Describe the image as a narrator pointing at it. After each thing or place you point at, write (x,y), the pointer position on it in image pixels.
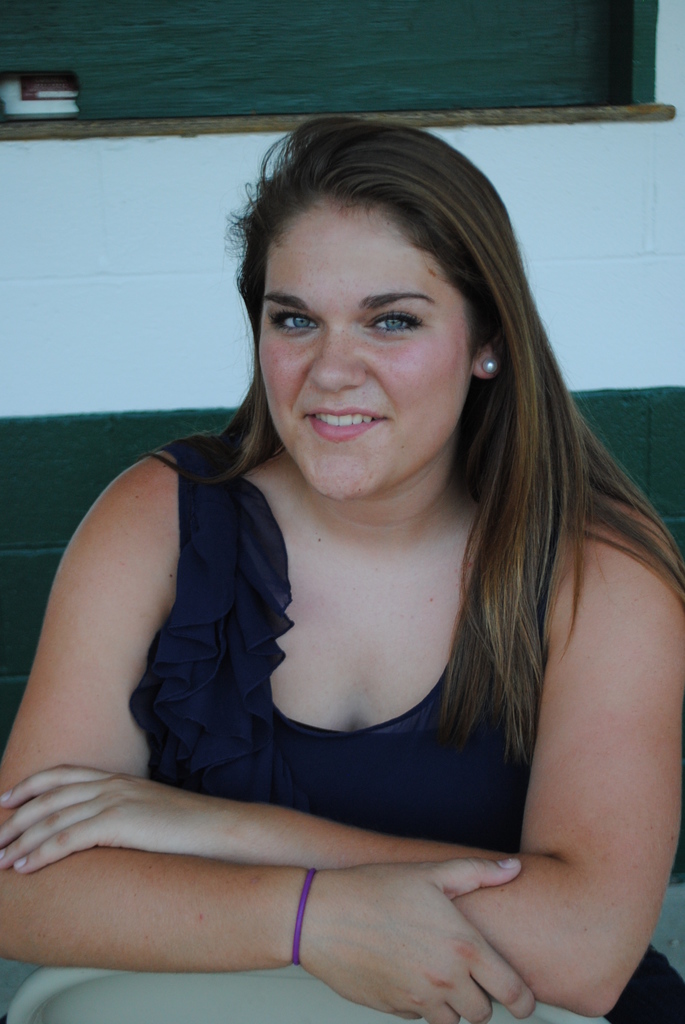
This is the woman (275,962) sitting and smiling. Here is the wall (180,192). I think this looks like a window (573,32).
